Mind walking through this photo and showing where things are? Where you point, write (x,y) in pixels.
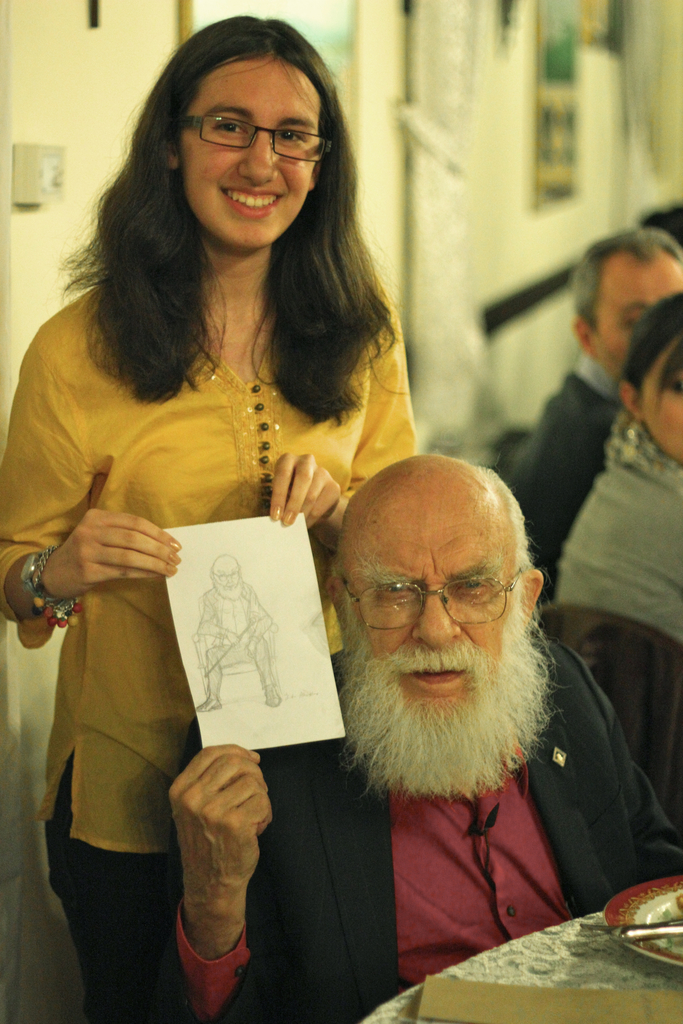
In this image there is a lady (308,289) standing, in front of her there is an old man (284,760) sitting on the chair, they both of them holding a paper (293,532) in their hands (228,757), in front of the old man (446,958), there is a table (512,974) on the table (646,981) there is a plate (628,905), beside the old man (550,686) there is a woman (682,539) and a man (594,392) sitting on chairs (565,621), in the background (483,75) there is a wall (99,66).
